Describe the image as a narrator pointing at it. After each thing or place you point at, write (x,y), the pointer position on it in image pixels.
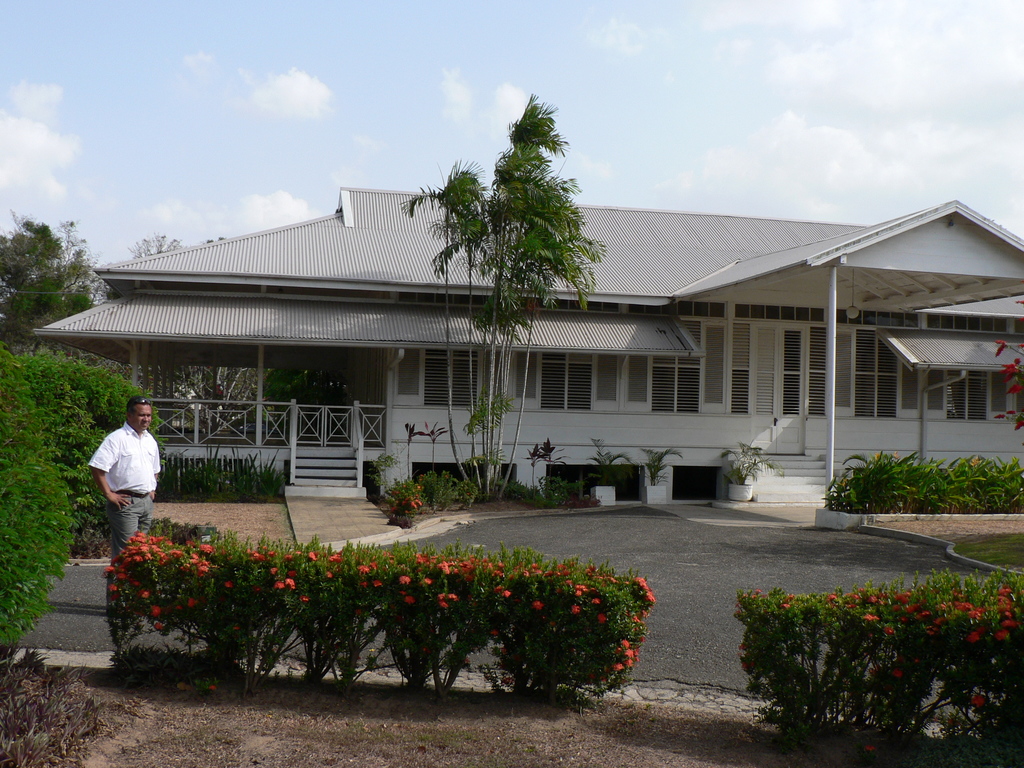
On the left side (37,451), there is a plant (37,456) on the ground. On the right side (879,665), there are plants (883,609) having flowers (1008,621) on the ground (679,722). In between them, there are plants (352,597) having flowers (131,552). In the background (144,431), there is a person (142,411) in white color shirt (138,485) standing on the road (523,527), there are pot plants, there are trees (568,214), there is a white building (617,446) which is having glass windows (658,371) and roof (224,241) and there are clouds (281,107) in the blue sky (542,83).
